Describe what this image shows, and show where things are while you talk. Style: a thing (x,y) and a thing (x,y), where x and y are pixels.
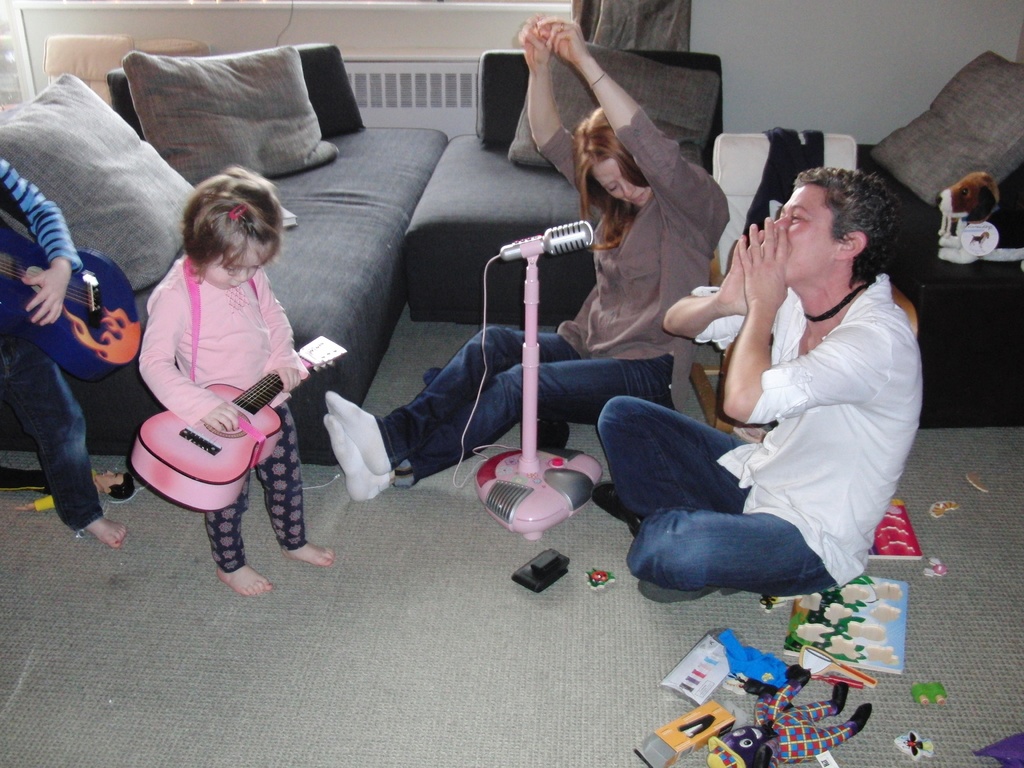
in a room (256,259) there are two children (256,259) playing guitar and two person (644,350) sitting on a Floor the microphone (528,284) in front of them.
